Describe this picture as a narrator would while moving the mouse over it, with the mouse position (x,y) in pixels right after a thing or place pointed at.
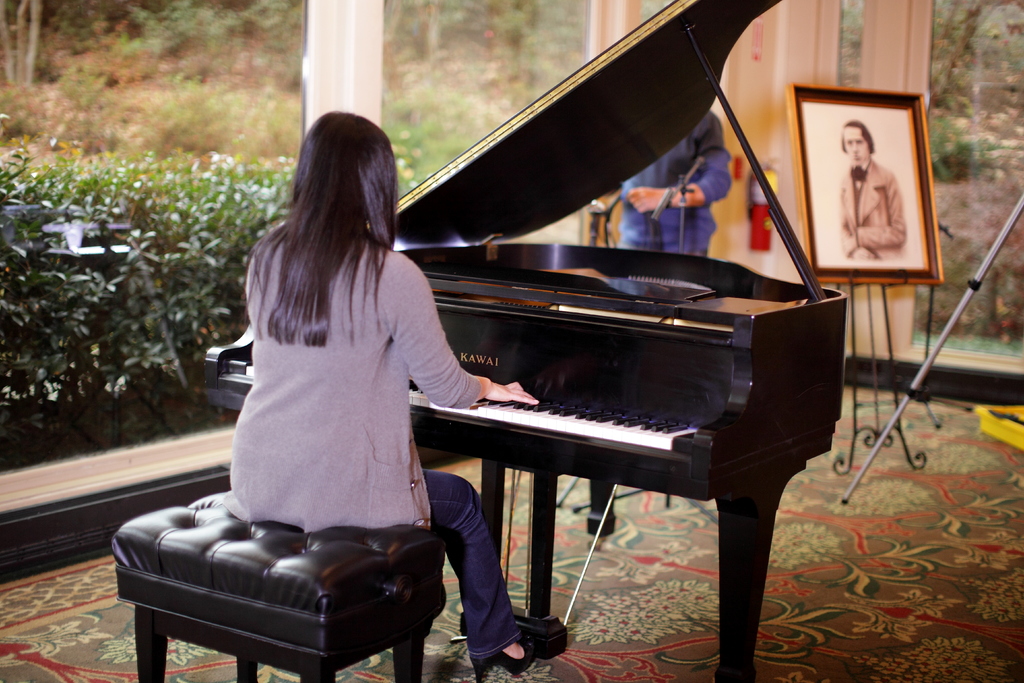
This picture shows a woman (248,501) seated on a stool (119,589) and playing piano (455,349) and we see a man (689,227) standing and a photo frame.
